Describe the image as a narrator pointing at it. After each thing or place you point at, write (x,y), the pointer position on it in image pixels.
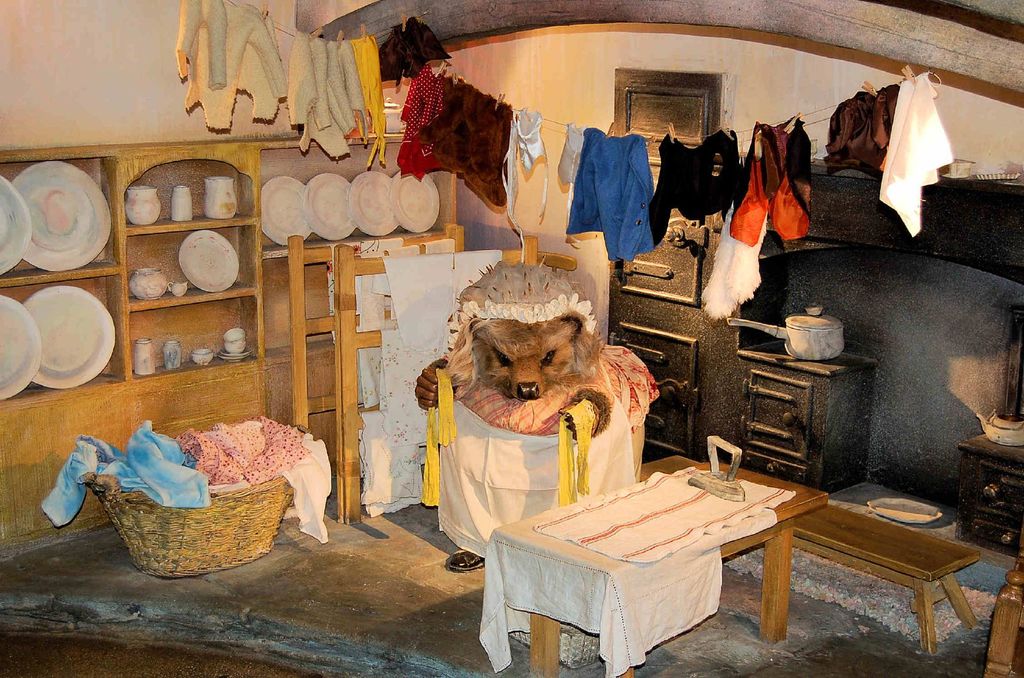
There is a room (418,505) in which we can observe an animal (528,386) here. There is a basket (195,514) in which a clothes (208,469) are placed. And plates (64,308) are placed in a cupboard (229,296) here. Clothes (923,95) were hanged on a rope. We can observe a table (678,508) here.
